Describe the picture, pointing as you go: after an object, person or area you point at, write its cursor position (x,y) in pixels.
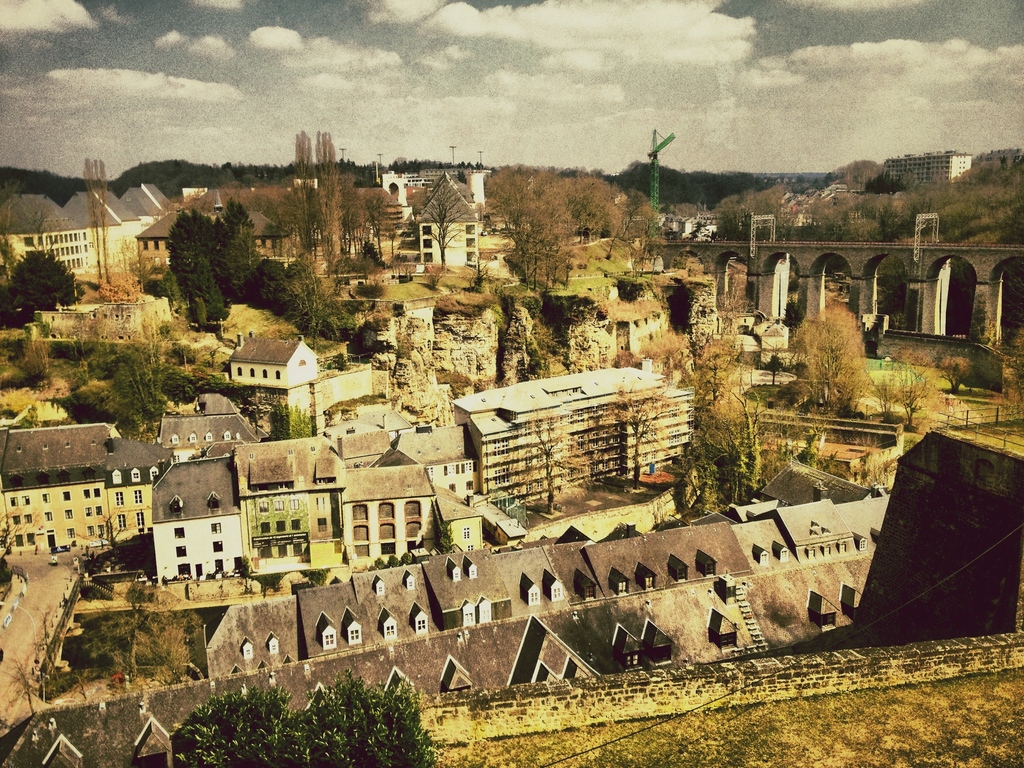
In this picture we can see few buildings (323,450), trees (283,289) poles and a crane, and also we can see a bridge (912,271).
